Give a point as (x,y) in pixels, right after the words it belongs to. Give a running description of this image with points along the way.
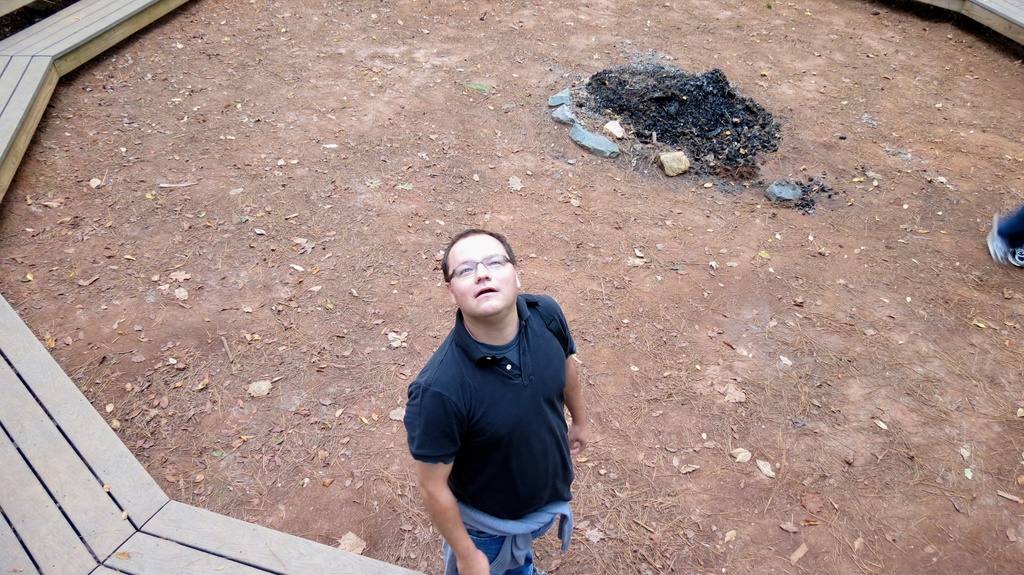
In this image we can see a man (555,407) standing on the ground (117,323). On the left side of the image (44,536) we can see wooden platform (95,17).
